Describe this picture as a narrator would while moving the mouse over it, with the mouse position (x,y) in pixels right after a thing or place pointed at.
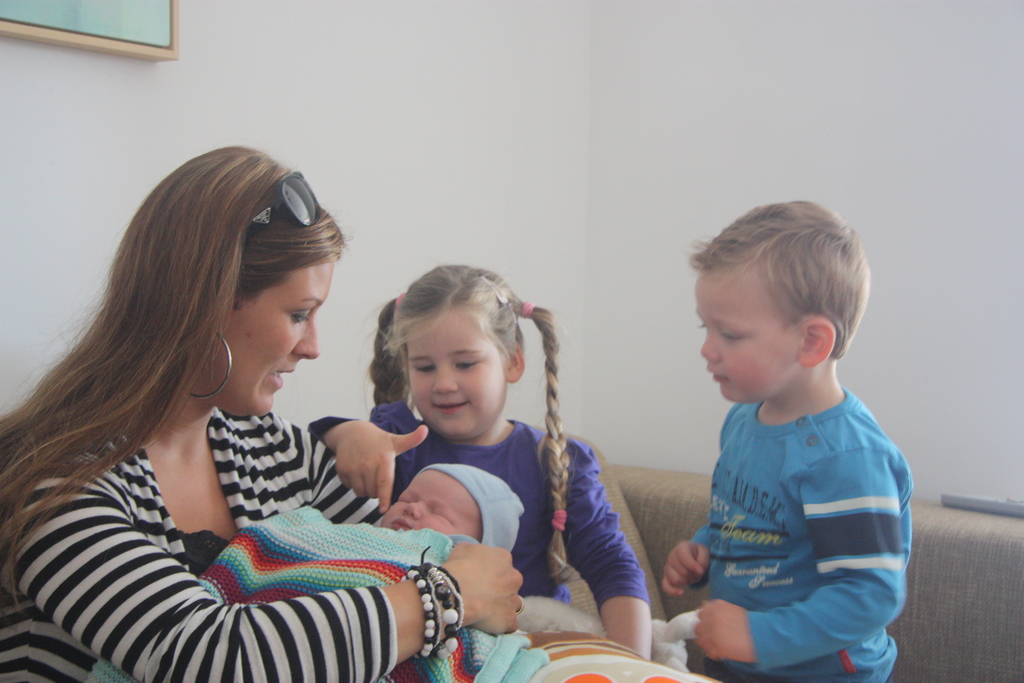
In this image I can see group of people (167,423). In front (154,566) the person (122,575) is wearing black and white color dress (166,571) and holding the baby (382,527). In the background (147,38) I can see the frame (175,51) attached to the wall (426,85) and the wall (487,153) is in white color.
